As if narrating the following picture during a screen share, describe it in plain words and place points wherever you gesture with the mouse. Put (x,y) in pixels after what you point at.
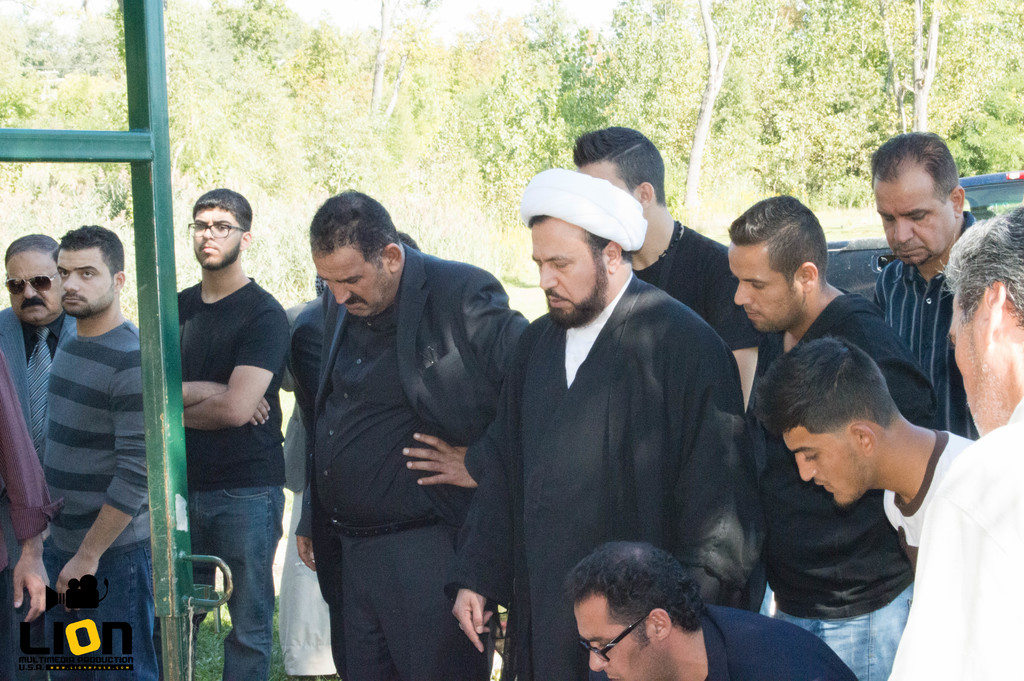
This picture shows few people (430,358) standing and we see a man (552,344) wore cap (631,235) on his head (573,251) and we see couple of them (676,639) wore spectacles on their faces (640,655) and a man (24,291) wore sunglasses (40,277) and we see trees (725,125) and few vehicles (965,190) on the back (816,14) and we see a logo (95,605) at the bottom left corner (84,580) and metal rods (145,143).
